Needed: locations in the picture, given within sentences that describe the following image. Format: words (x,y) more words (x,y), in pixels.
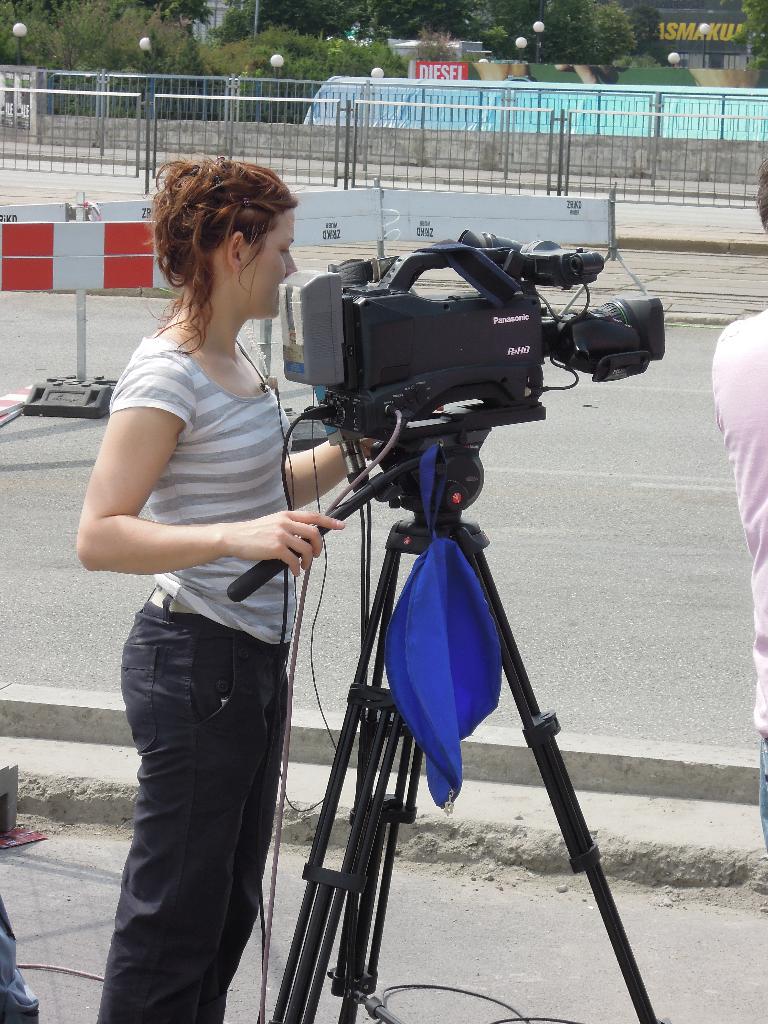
This is the woman (186,645) standing. I can see a video recorder (402,403) with a tripod stand (606,902). This looks like a bag (457,641), which is blue in color. These are the barricades (231,139). In the background (103,48), I can see the trees (81,42), street lights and buildings (415,53). These look like the boards (123,206). At the right corner of the image (752,371), I can see a person (732,385) standing.
